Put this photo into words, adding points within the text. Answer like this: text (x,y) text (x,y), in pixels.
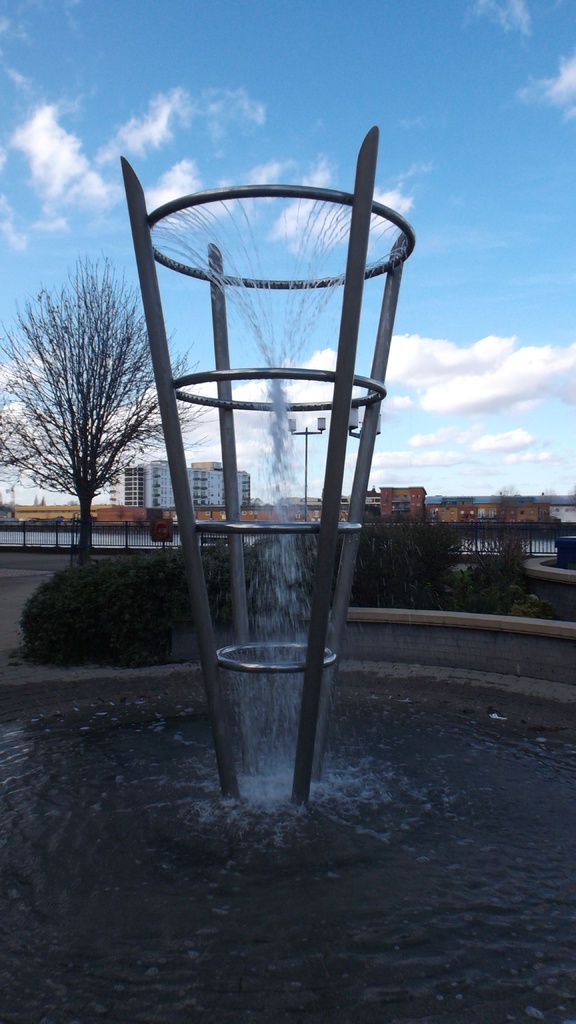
In this image there is a sky (452,206), there are clouds (470,395) in the sky (469,435), there are buildings (381,500), there are trees (75,376), there are bushes (176,572), there is a fountain (268,570).
